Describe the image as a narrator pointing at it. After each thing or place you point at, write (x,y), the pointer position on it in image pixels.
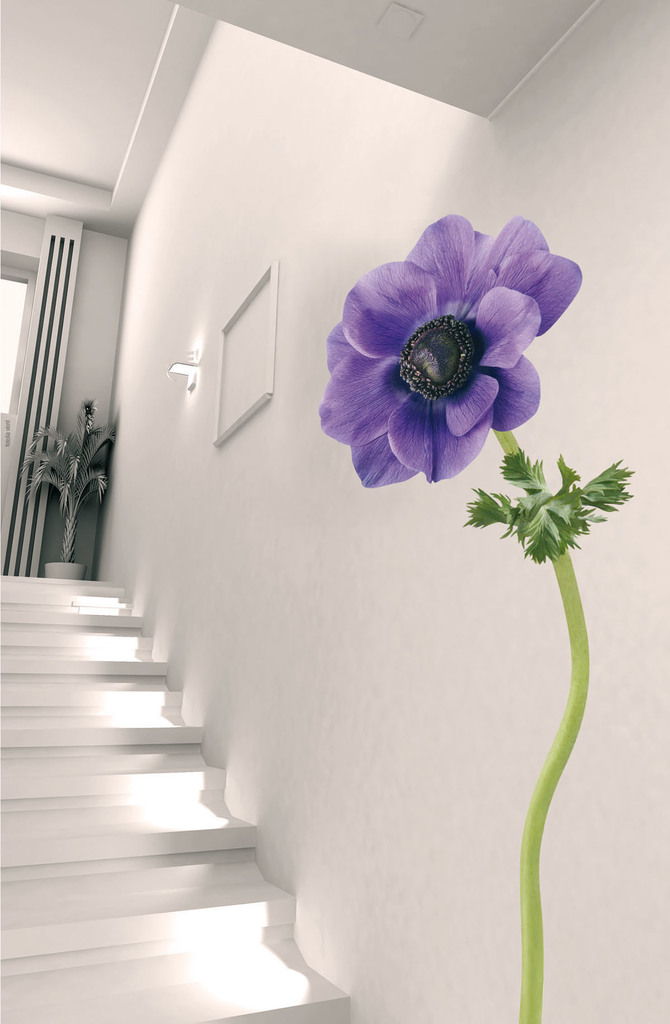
This image consists of stairs (9,792). There is light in the middle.
